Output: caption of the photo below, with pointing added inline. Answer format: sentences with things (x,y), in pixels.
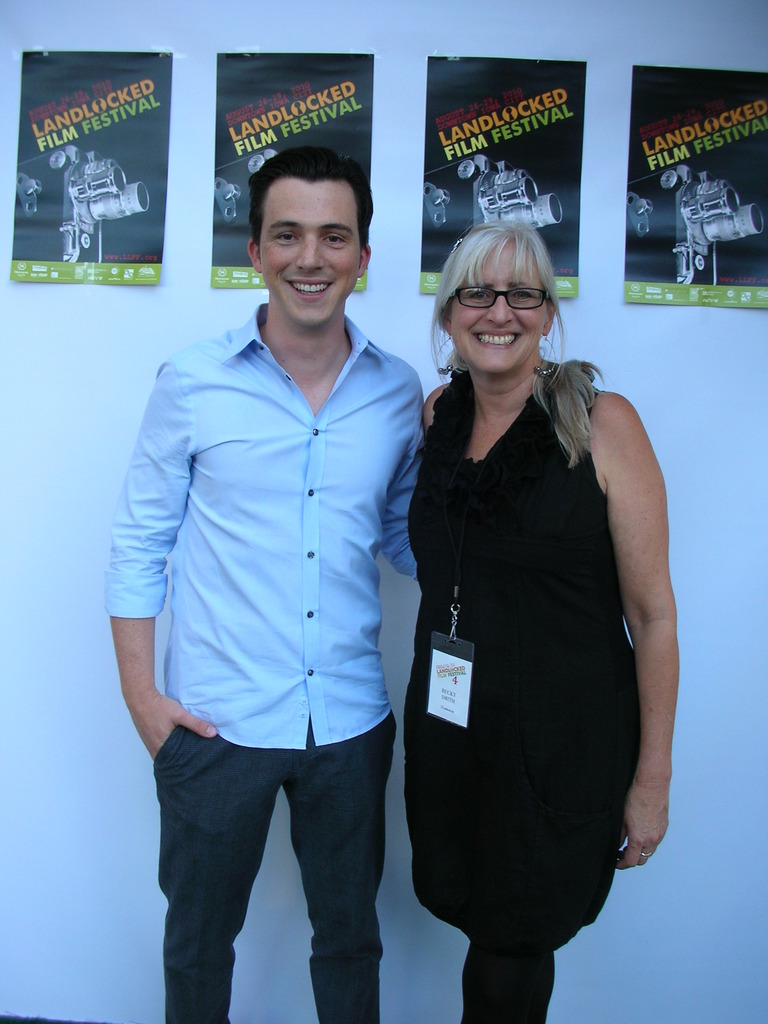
In this picture we can observe a couple (310,610). One of them was a man (263,638) wearing blue color shirt (263,555) and the other was a woman (425,720) wearing black color dress (503,464) and spectacles (511,305). Both of them were smiling. In the background (117,159) there are some papers (252,108) stuck to the wall (80,360). The wall (101,540) is in white color.
